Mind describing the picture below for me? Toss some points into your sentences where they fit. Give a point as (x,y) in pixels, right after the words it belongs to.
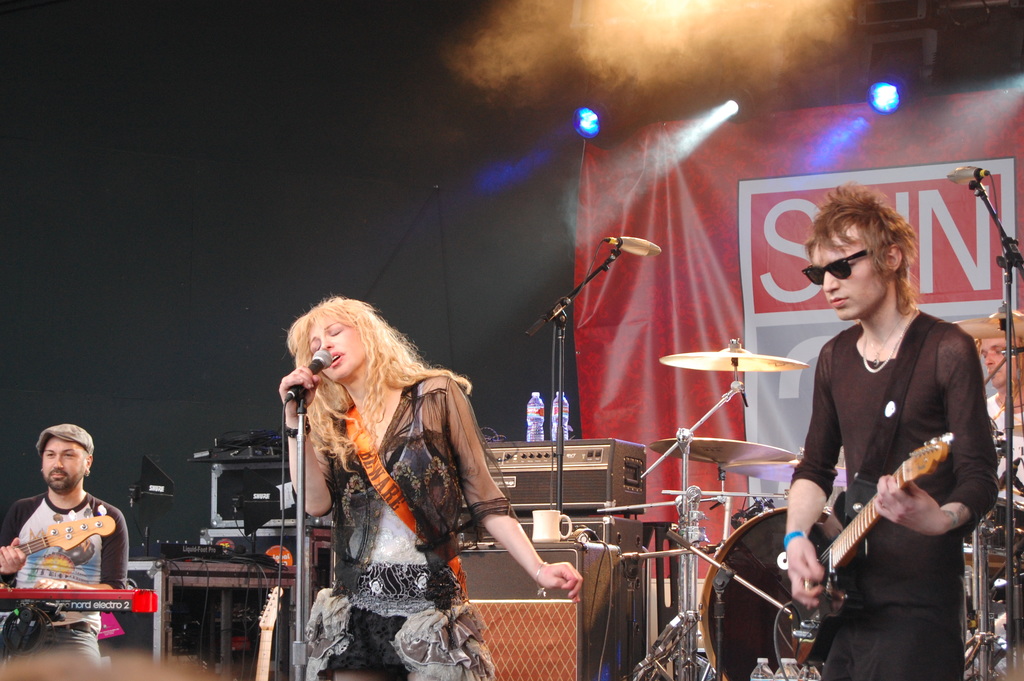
In this image a woman (433,627) is standing and singing is holding a mike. At right side (841,229) there is a person (971,347) standing wearing goggles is playing guitar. At the left side (44,632) there is a person (77,436) sitting is playing a piano (47,593). There is a hand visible is holding a guitar (19,547). At the backside of this person (837,375) there is a musical instrument (679,432) at the right side (1001,554) there is a person (1005,347) wearing a cap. There is a mike stand (1008,309). There are few electrical devices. At backside there are two bottles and a cup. There is a banner (939,124) at right side (698,231).
